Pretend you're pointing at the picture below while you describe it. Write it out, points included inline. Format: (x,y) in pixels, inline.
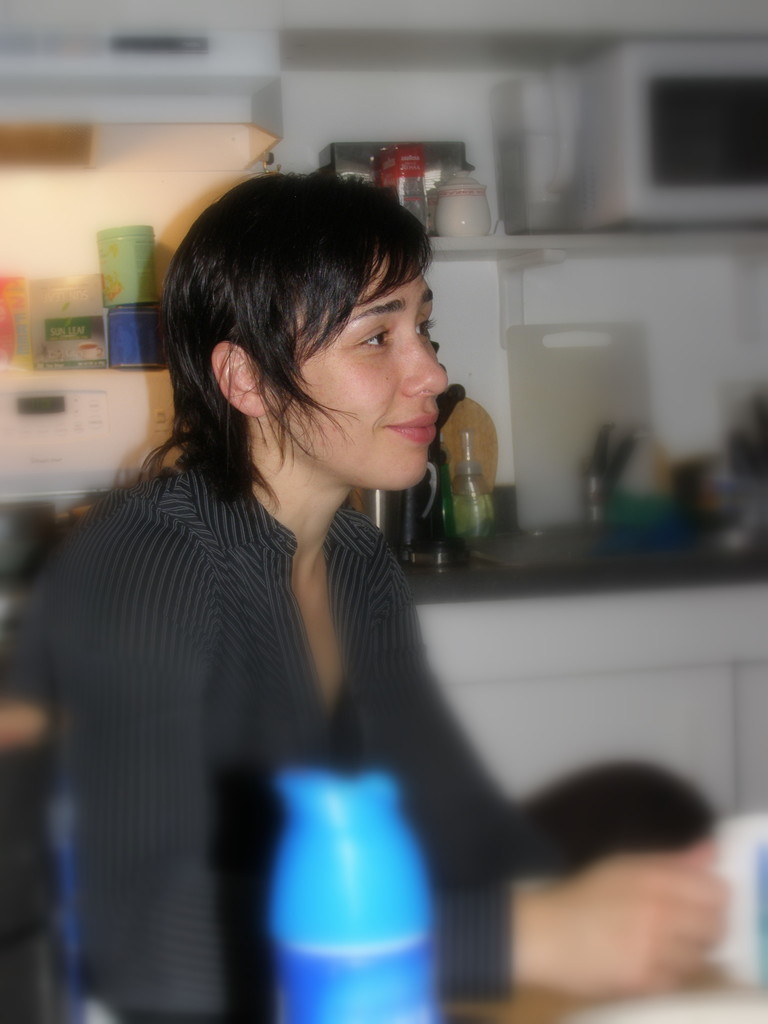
This is a portrait picture. In the center of the picture (288,370) there is a woman (468,838) sitting holding a cup (735,830). In the background (423,506) there are bottles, cups (457,175) and some kitchen utensils (564,327).
